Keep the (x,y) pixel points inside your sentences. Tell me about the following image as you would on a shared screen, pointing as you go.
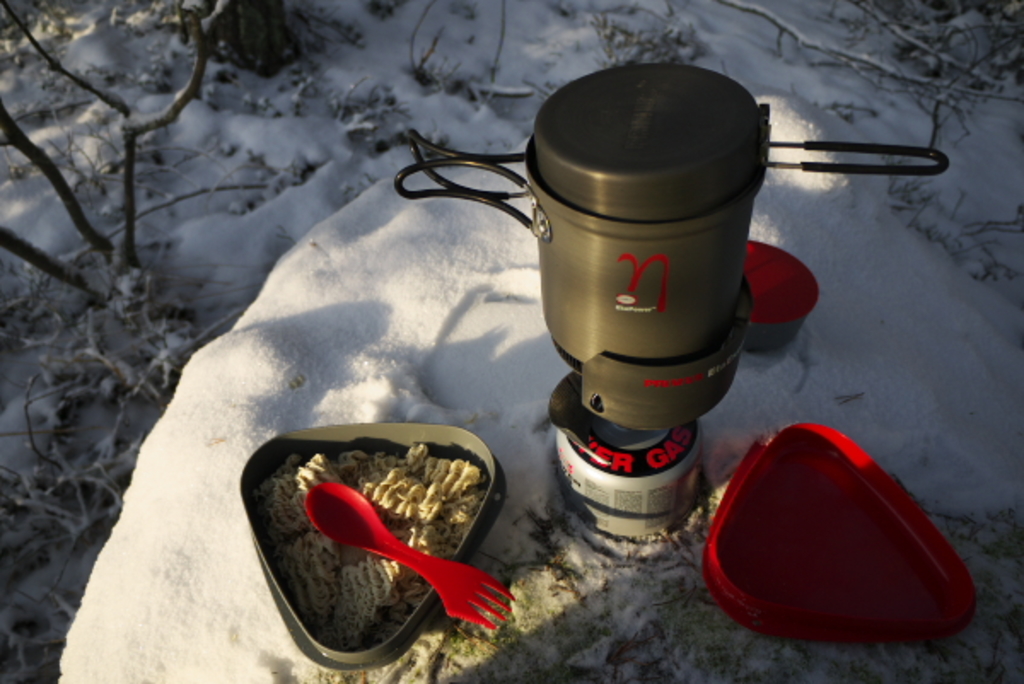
In this image there is a gas stove (642,405) in the middle (654,420). Beside the gas stove (660,412) there are two boxes (405,641). On the left side (305,497) there is a box (397,551) which contains noodles (392,513) in it. At the bottom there is snow (251,259). On the right side (811,487) there is an empty red colour box (826,520).
